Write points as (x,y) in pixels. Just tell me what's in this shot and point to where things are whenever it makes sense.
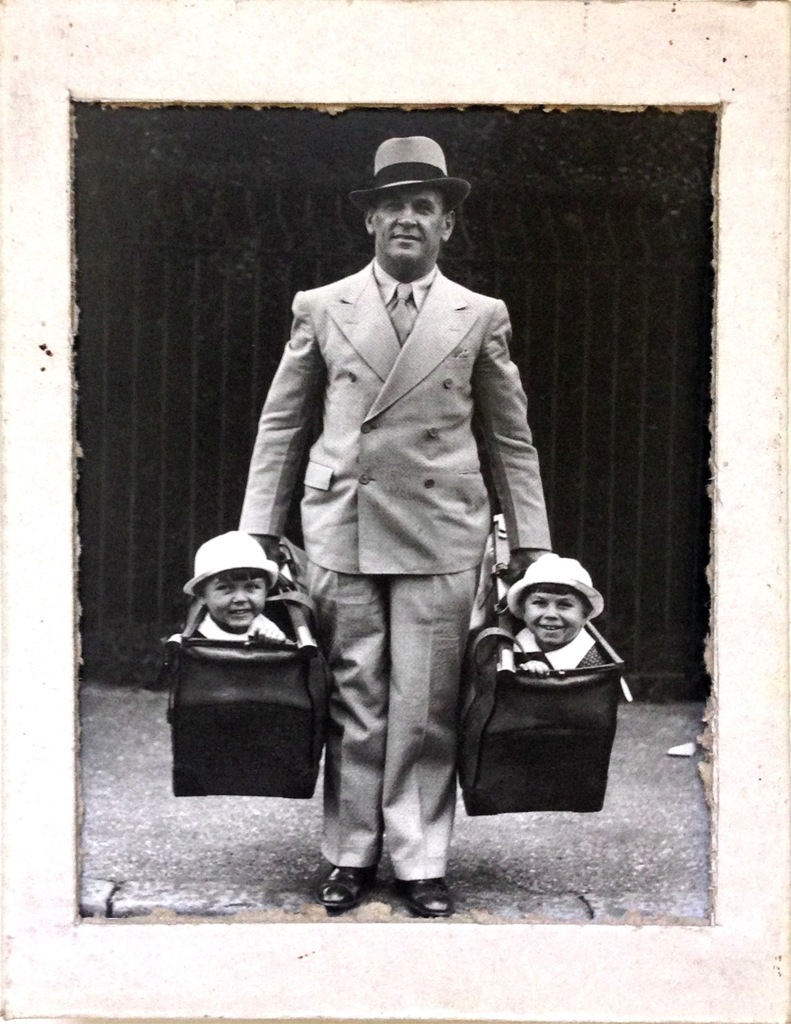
In this image we can see black and white picture of a man (410,430) carrying bags (283,642) containing children (529,648) in them is standing on the floor (542,874). In the background (226,331), we can see a fence (193,331).
